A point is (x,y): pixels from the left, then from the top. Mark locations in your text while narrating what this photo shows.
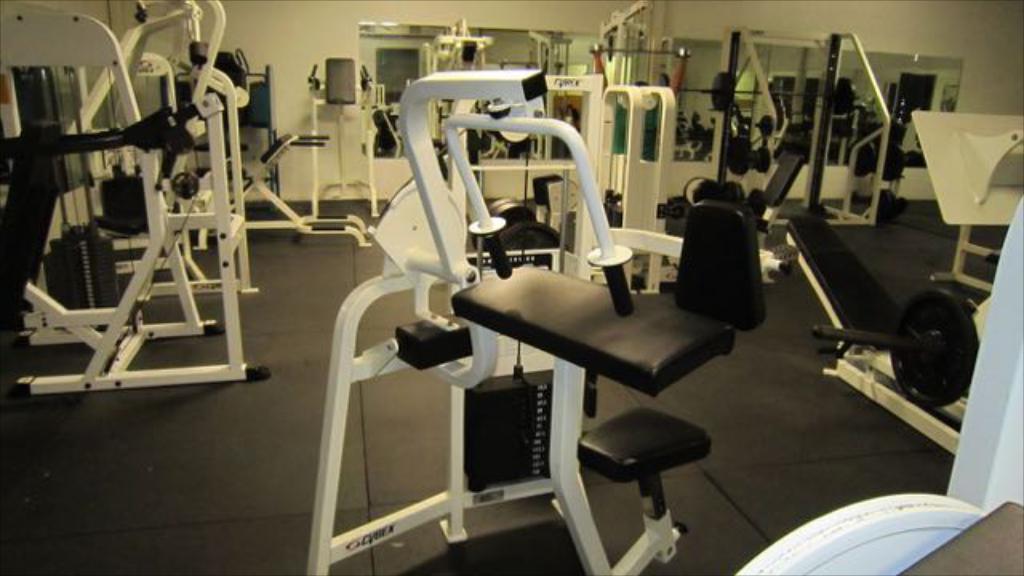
Here in this picture we can see a room (263,156), that is filled with gym equipments (173,206) present over there and we can see mirrors (391,82) present on the wall (287,99).
